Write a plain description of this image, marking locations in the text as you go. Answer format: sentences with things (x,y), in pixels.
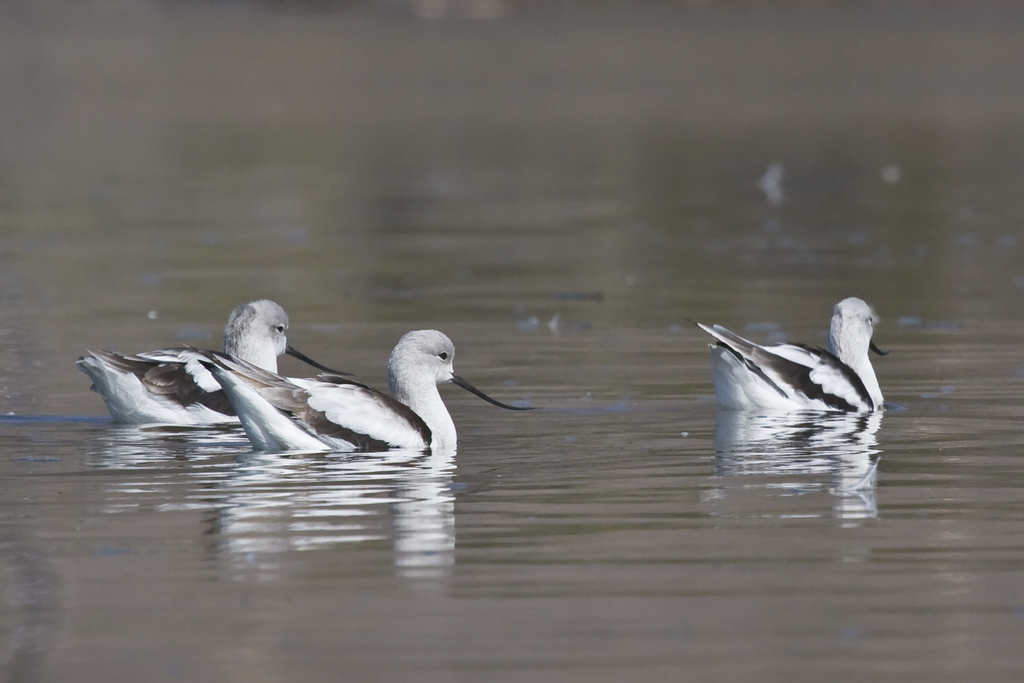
In the middle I can see three birds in the water (791,195). This image is taken may be in a lake (567,259).
